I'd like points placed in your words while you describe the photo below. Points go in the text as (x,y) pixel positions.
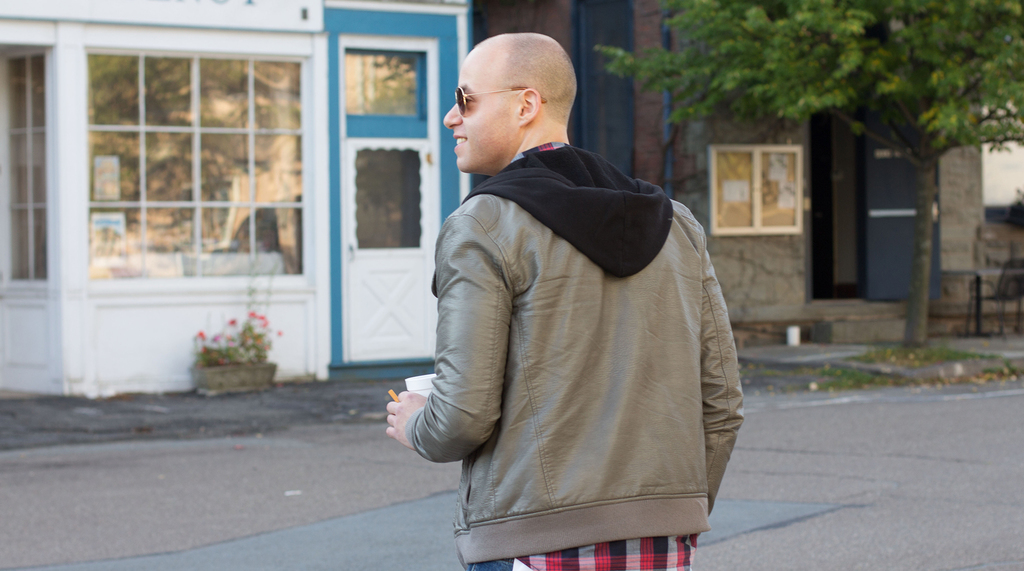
In the image we can see there is a person (519,344) standing and he is holding a paper cup (421,377) in his hand (409,406). He is wearing jacket (589,354) and behind there are buildings (295,144) and there is a tree (916,243).
